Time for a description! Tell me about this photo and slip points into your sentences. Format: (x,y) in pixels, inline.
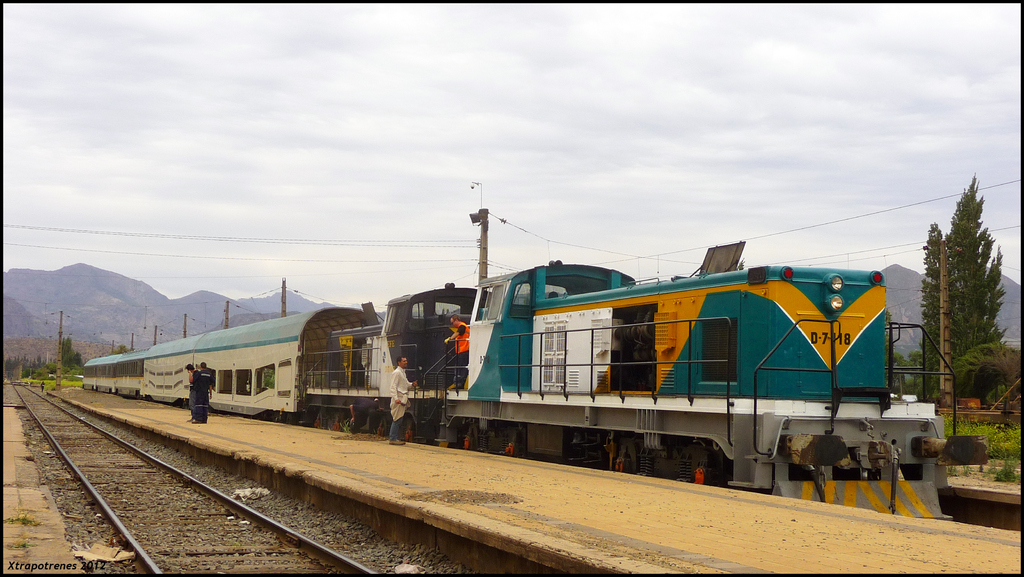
At the top (403,114) we can see sky (445,114). These are hills (198,294). Here we can see current poles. This is a train (847,358) and a railway track (166,566). These are trees (977,319). Here on the platform (425,446) we can see people (373,407). At the bottom left corner of the picture (48,571) there is a water mark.
